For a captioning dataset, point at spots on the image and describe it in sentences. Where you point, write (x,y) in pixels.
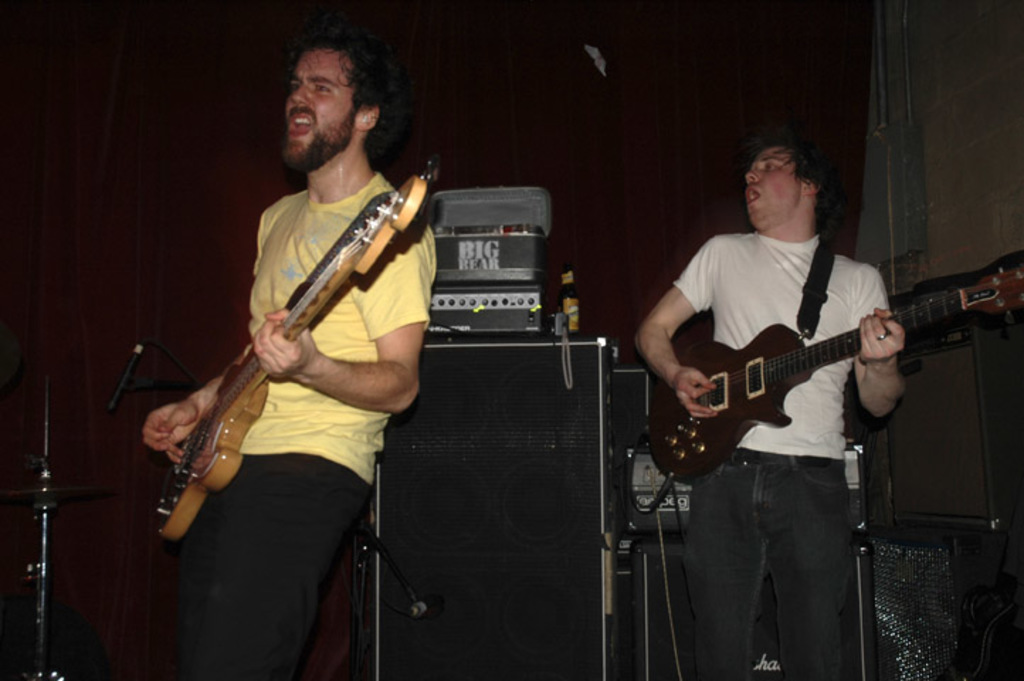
These two persons (346,361) are standing and playing guitar (263,375) and singing. In-between of this two persons (368,414) there is a speaker (461,502). Above this speaker (501,444) there are boxes (506,323) and bottles (569,298).
